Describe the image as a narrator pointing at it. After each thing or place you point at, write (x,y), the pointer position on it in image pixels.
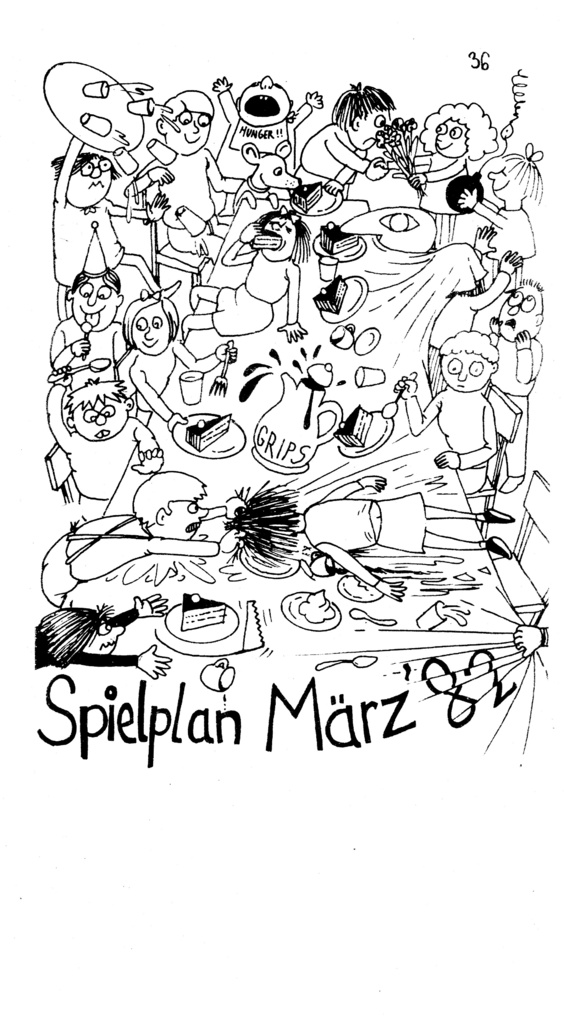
We can see poster (372,784), on this poster (105,642) we can see people (244,100) and text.
